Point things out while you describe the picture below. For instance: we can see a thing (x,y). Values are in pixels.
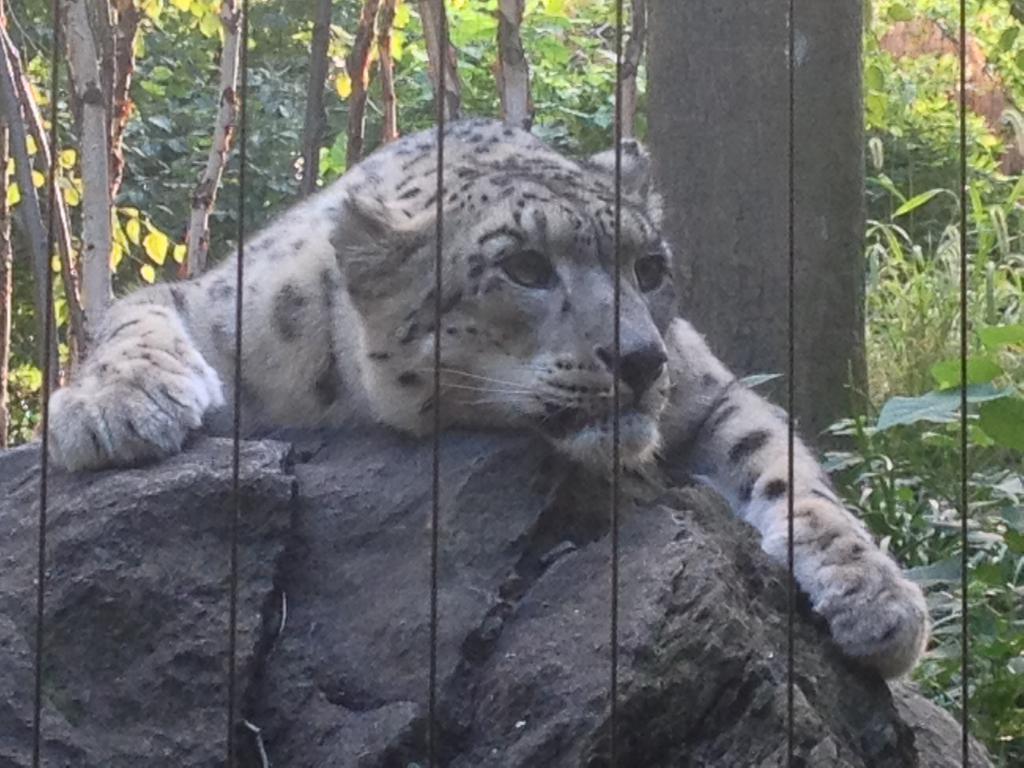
In this picture I can see a snow leopard (528,337), there are rocks (739,646), and in the background (346,87) there are trees (359,11).
